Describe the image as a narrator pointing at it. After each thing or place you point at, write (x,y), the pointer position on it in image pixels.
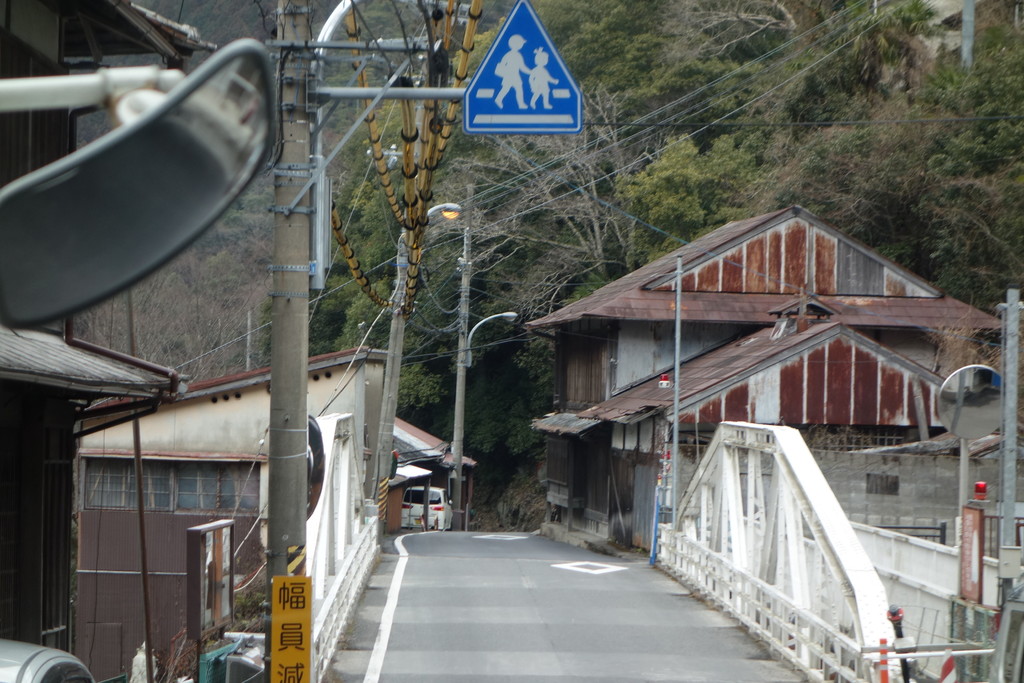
In the image in the center (677,308) we can see poles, sign boards (195,588), mirrors (108,190), banners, fences (719,575), vehicles (433,517) etc. In the background (578,307) we can see trees (381,11) and buildings (650,297).
